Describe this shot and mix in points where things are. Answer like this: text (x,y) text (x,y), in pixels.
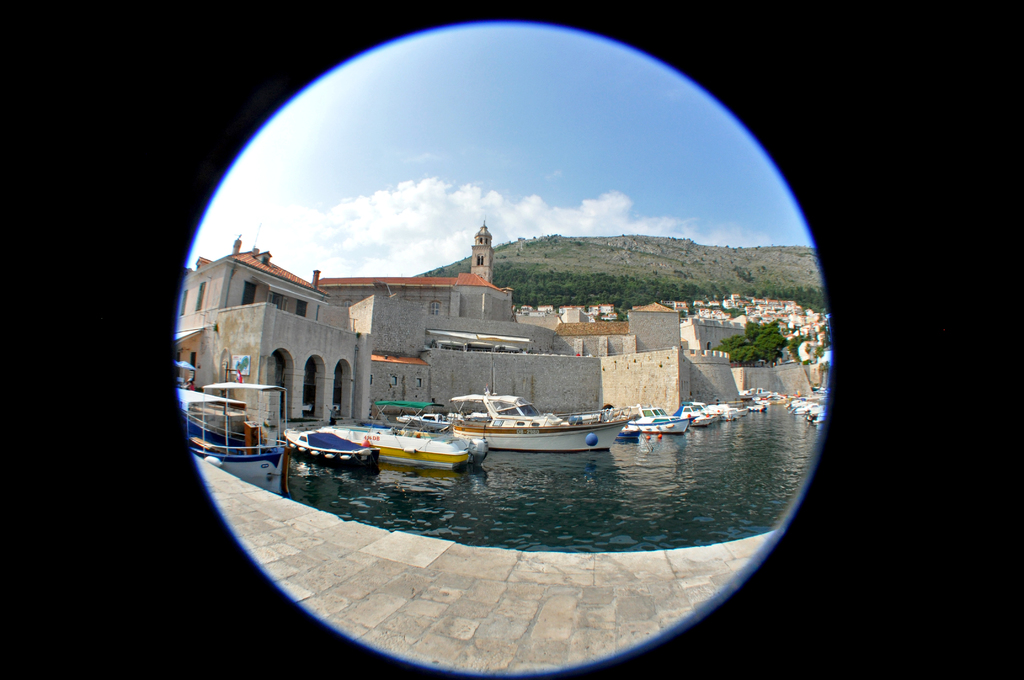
In this picture there are buildings (704,306) and trees (669,290) and there is a mountain (626,258). In the foreground (468,449) there are boats (490,400) on the water (648,476). At the top (431,135) there is sky (489,118) and there are clouds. At the bottom (510,613) there is a floor (436,608) and there is water (734,472). On the left (29,370) and on the right side of the image (919,261) there is a black background (1006,248).
